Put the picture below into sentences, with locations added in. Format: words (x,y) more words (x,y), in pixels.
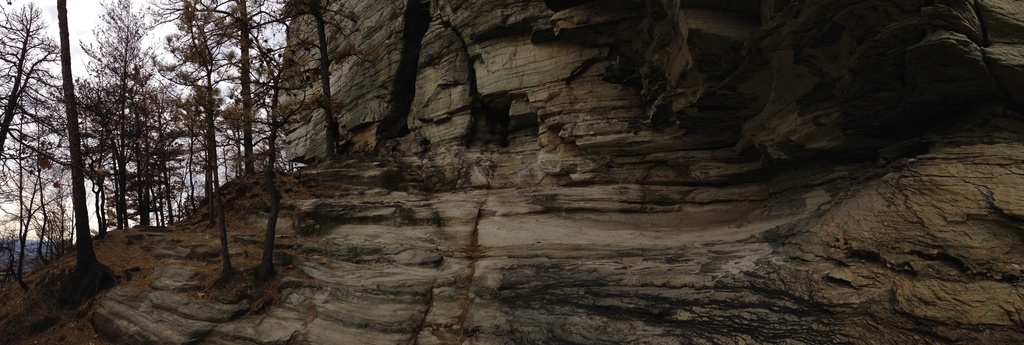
In this picture I can see a hill (369,51), there are trees (317,9) and the sky (71,36).
